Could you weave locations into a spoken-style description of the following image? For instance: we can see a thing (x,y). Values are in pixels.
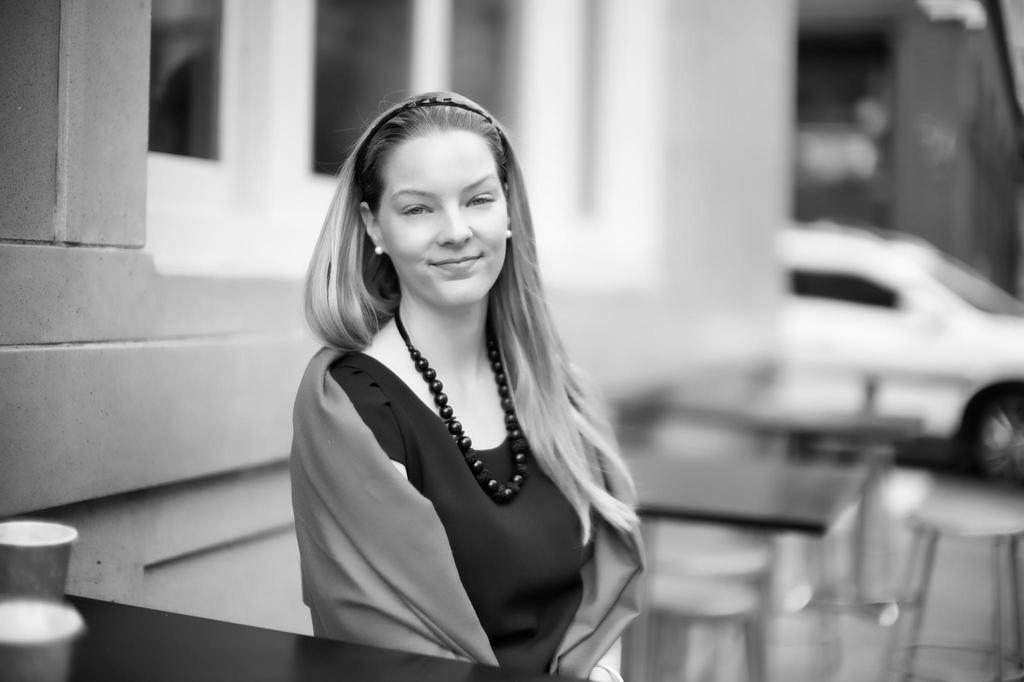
In this picture I can see a woman (447,322) and I can see few stools (923,599), tables (783,509) and buildings (732,199) in the back (641,68) and I can see a car (855,236).
